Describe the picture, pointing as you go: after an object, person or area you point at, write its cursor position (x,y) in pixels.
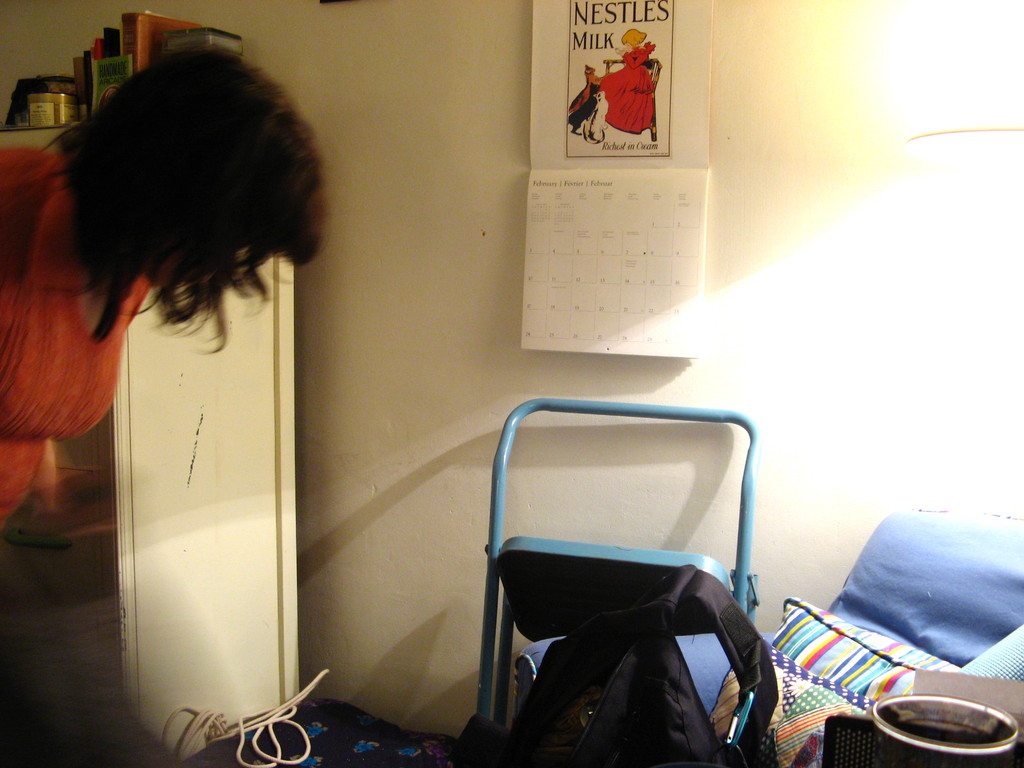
In this image there is a wall (575,393). There is a calendar (633,259). There is a cupboard (254,666). There is a person (194,103).
